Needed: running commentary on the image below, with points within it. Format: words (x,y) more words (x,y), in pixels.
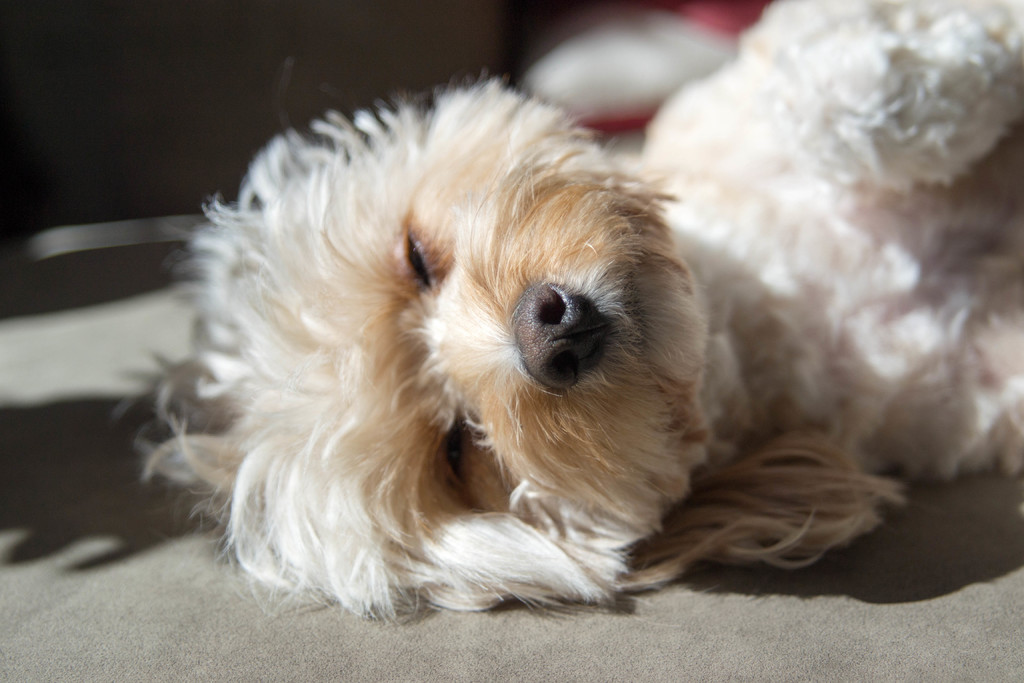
In this image there is a dog (420,230) lay on the floor (20,545).
